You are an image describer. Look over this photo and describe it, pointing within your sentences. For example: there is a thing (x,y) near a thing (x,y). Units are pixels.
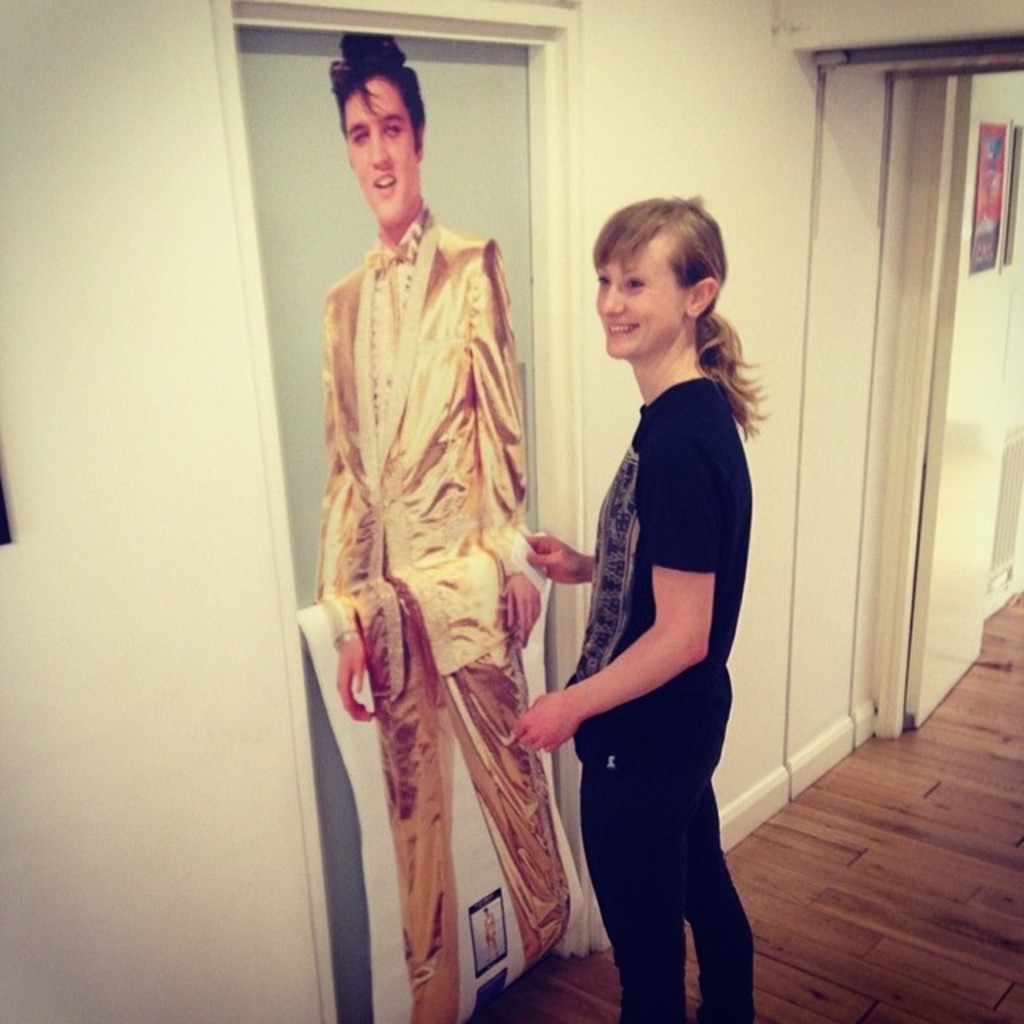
In this picture we can see a person (674,840) on the floor (820,803), in front of this person (700,781) we can see a photo of a poster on the door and we can see a wall (727,792).
